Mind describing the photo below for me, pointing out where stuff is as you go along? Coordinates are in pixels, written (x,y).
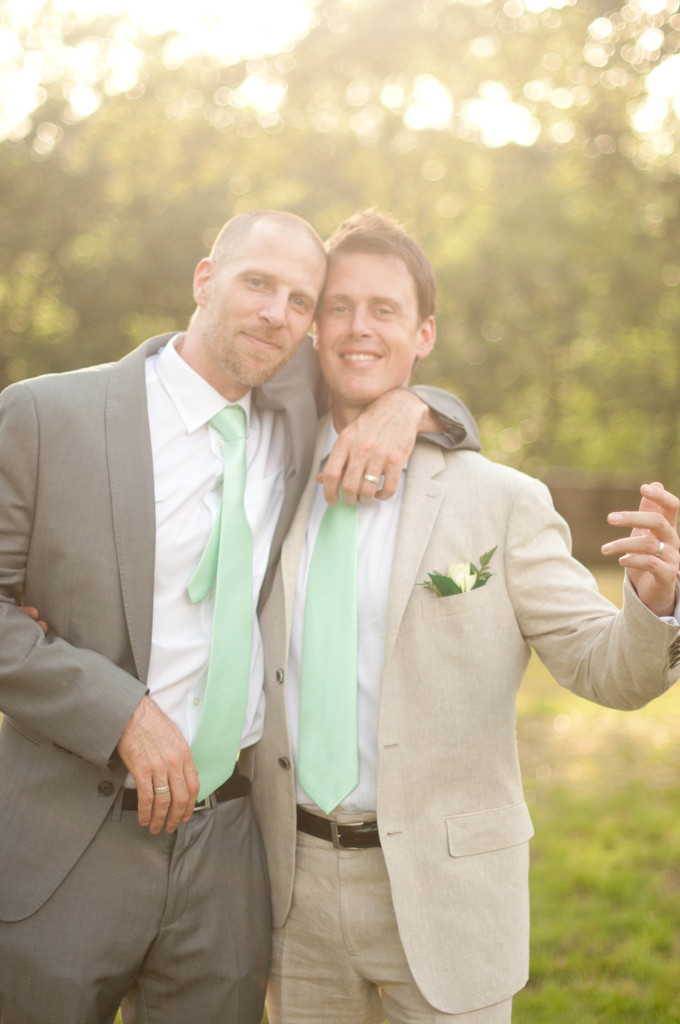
In the foreground (274,357), I can see two persons (309,711) are standing on grass (622,875). In the background (447,302), I can see trees (330,103) and the sky (266,33). This picture might be taken in a park (589,935).
